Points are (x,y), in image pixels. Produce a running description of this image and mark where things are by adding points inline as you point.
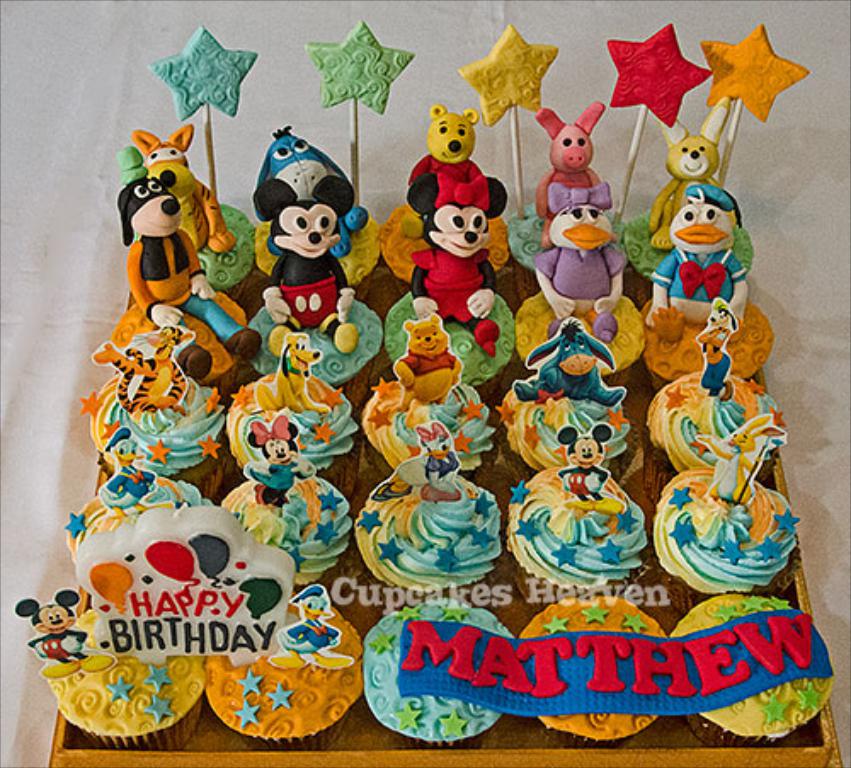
In the image there is a white surface (850,754). On the white surface (850,754) there is a tray (802,765) with cupcakes (187,675). On the cupcakes (251,450) there are cartoon images (577,322). And also there are stars (526,56) in blue, green, yellow, red and orange colors.
